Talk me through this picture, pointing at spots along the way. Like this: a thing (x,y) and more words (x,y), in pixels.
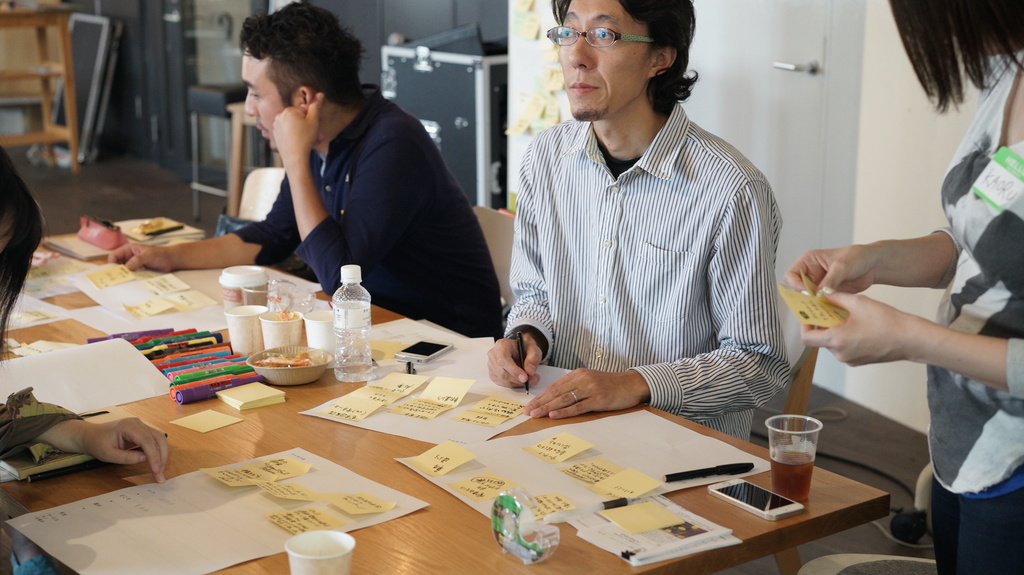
In this image there are a few people (345,156) seated on chairs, in front (140,316) on the table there are pens (138,347), papers (152,301), cups (243,339), a bottle of water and markers (205,381) and a mobile phone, to the right of the image (953,300) there is a woman (906,250) standing by holding paper (819,310) in her hand (835,334), behind the two men (419,208) there is metal and wooden stuff (242,92).
